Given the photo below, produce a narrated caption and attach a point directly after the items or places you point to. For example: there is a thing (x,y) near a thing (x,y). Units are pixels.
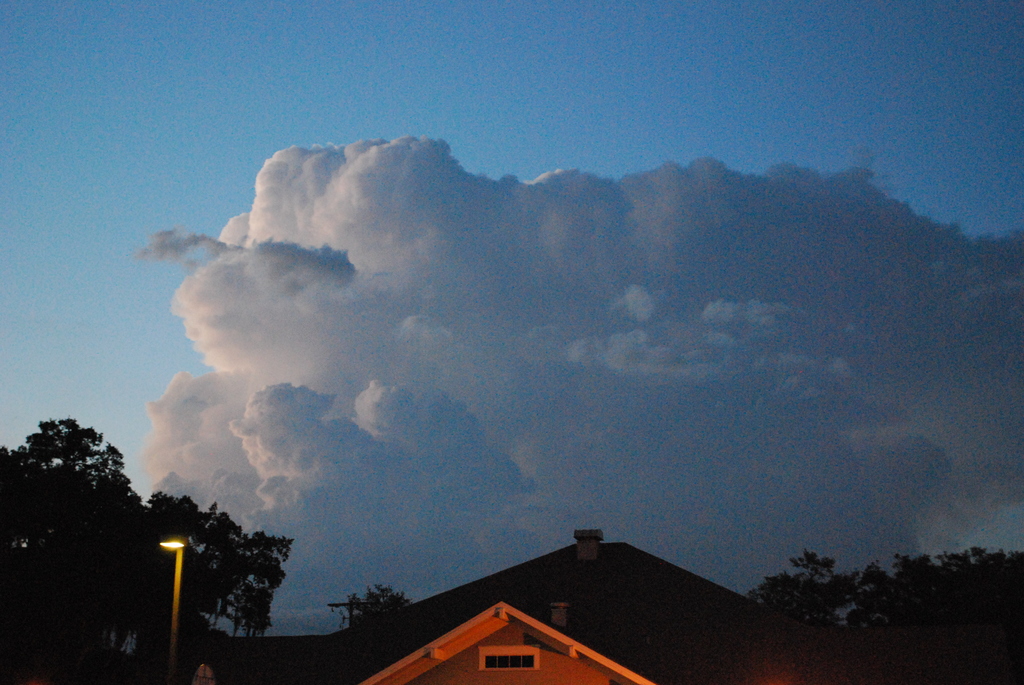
In the picture there is a roof (619,607) of a house (619,607), beside there is a pole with the light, there are trees (102,592), there are clouds (456,332) present in the sky (165,308).
